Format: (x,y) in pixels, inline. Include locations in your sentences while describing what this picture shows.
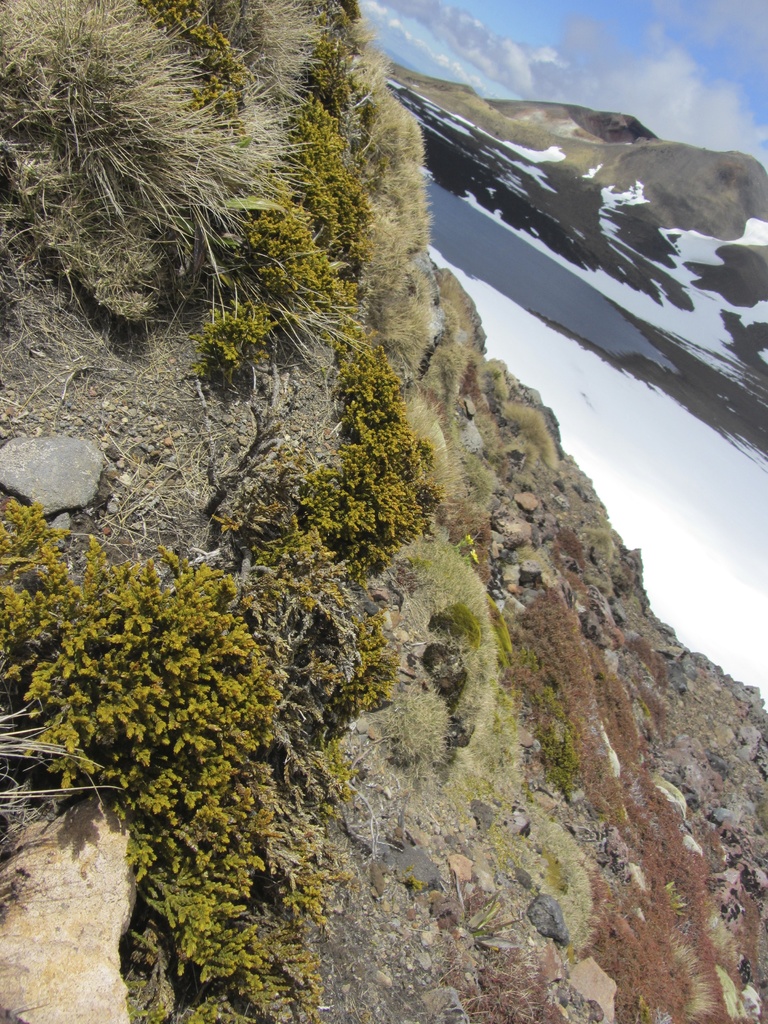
In this image, we can see mountains (123,444) and we can see the sky (726,84) on the right side (720,88) top.
